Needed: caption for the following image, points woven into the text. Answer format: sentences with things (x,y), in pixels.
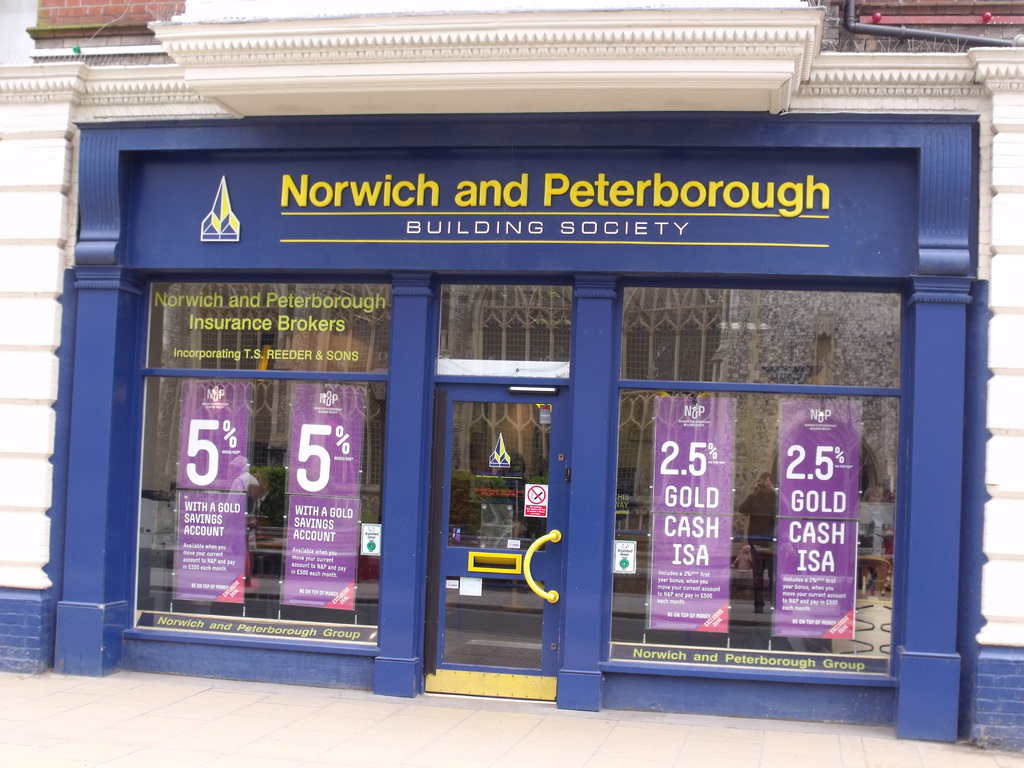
In this picture we can see the building (281,482) on which we can see some posters (312,467).
